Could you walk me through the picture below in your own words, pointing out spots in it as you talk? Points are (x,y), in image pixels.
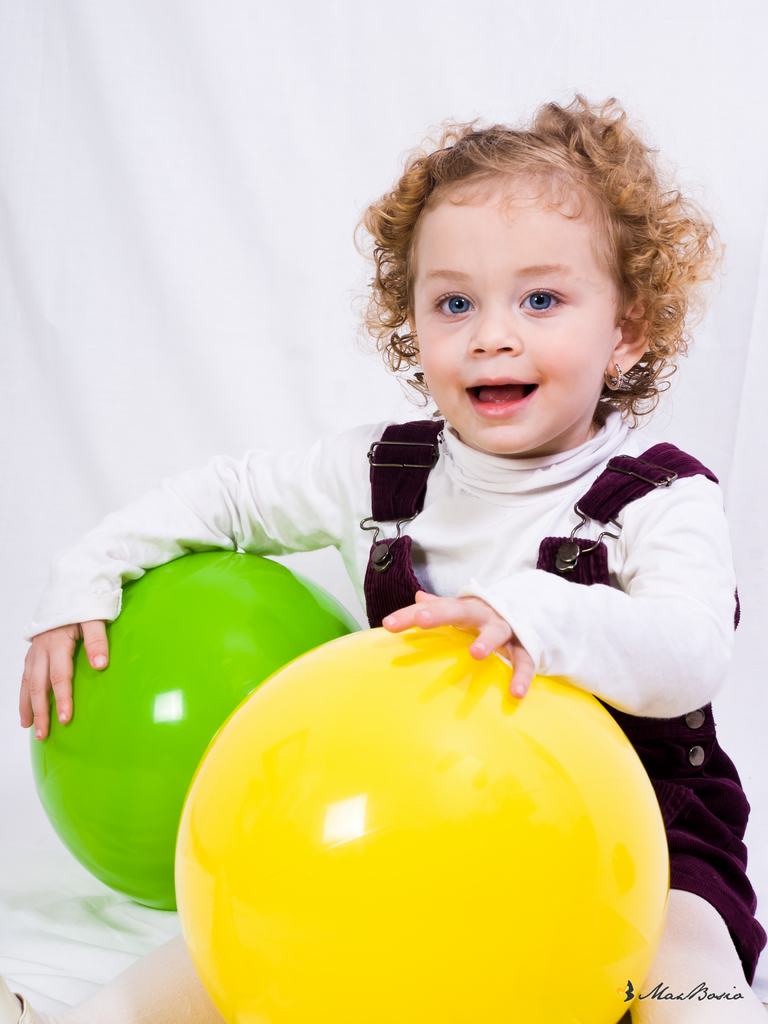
In this image we can see a kid (441,550) holding two balloons (208,700), and the background (228,49) is white in color, also there are text (683,984) on the image.
